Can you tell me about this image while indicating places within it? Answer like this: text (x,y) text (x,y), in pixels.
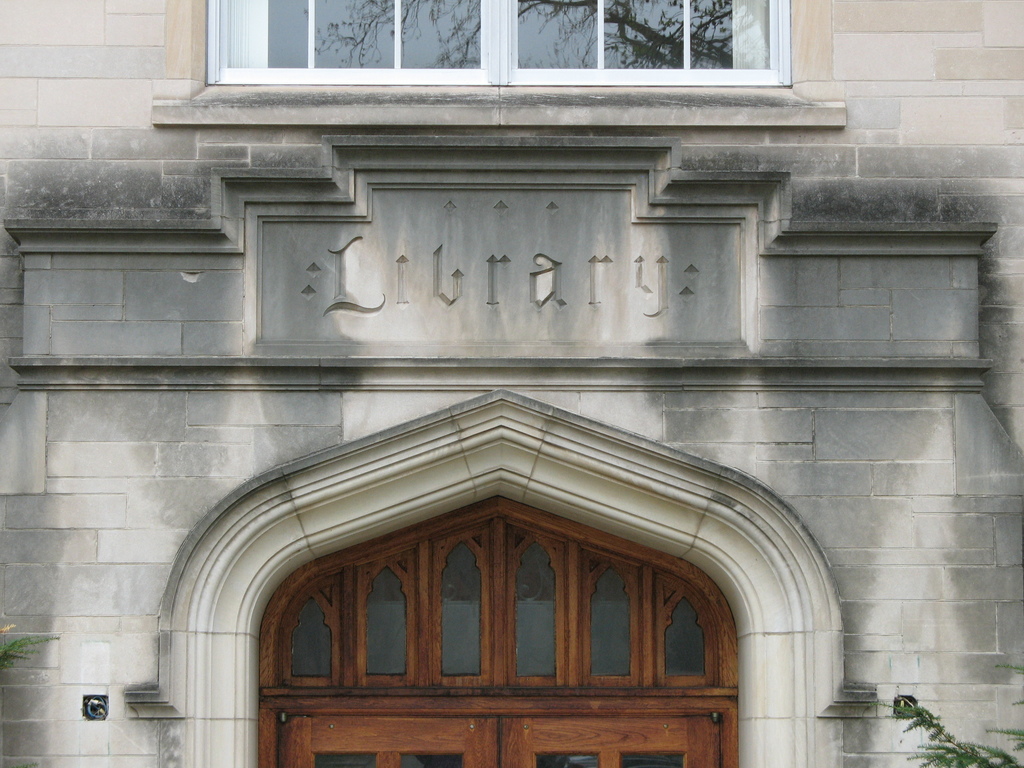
In this image we can see a building (865,231), window (364,2) and a door (464,687). We can see leaves (956,750) in the right bottom of the image (954,746) and on the left side of the image (23,639).
